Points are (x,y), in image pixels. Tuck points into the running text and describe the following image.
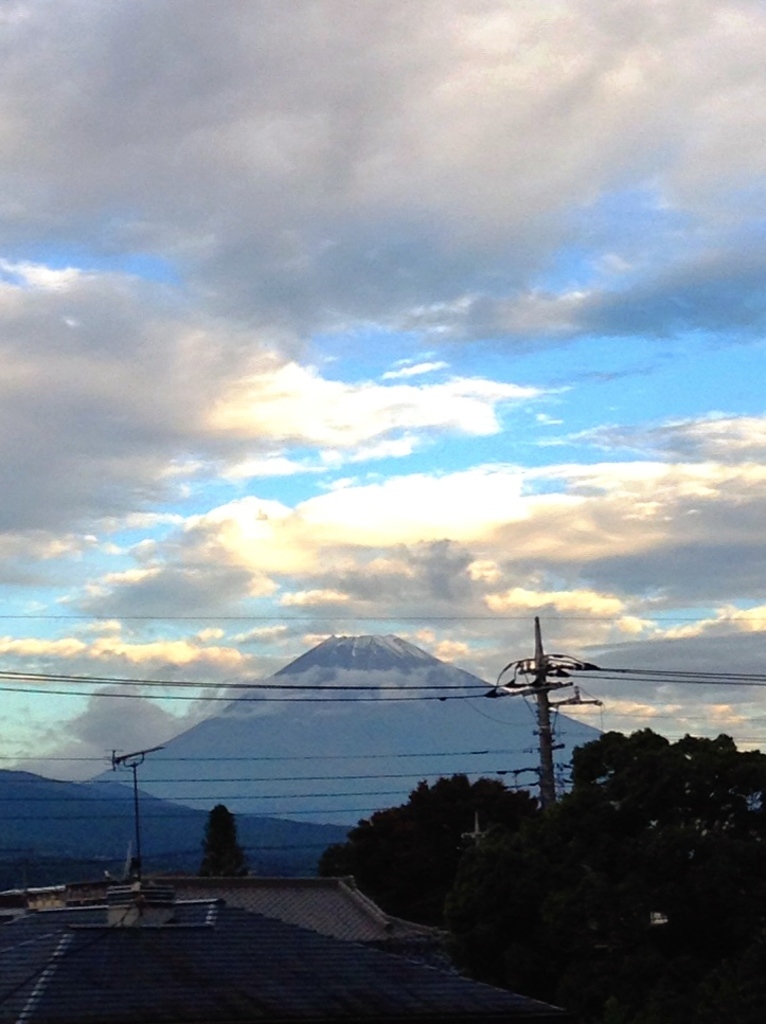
In this picture I can see sky (380,293), poles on which wires (526,752) are attached, trees (573,892) and roofs (283,973). I can also see roofs (318,1009).
